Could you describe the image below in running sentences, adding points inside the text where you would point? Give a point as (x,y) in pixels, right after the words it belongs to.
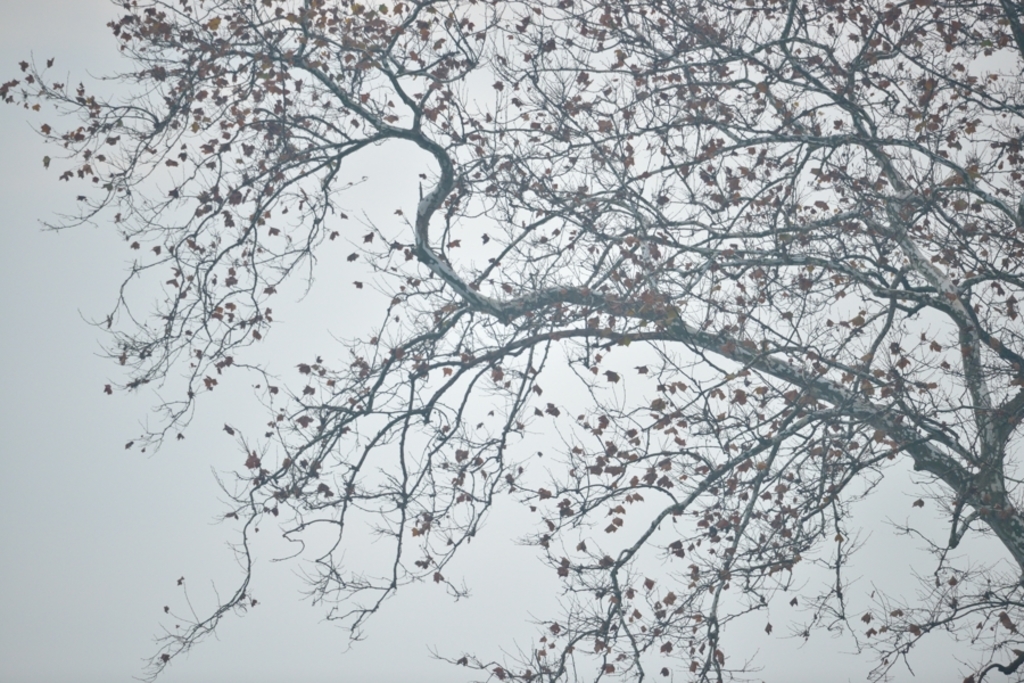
In this image we can see tree (638,95), leaves (1014,300) and sky (384,546).
